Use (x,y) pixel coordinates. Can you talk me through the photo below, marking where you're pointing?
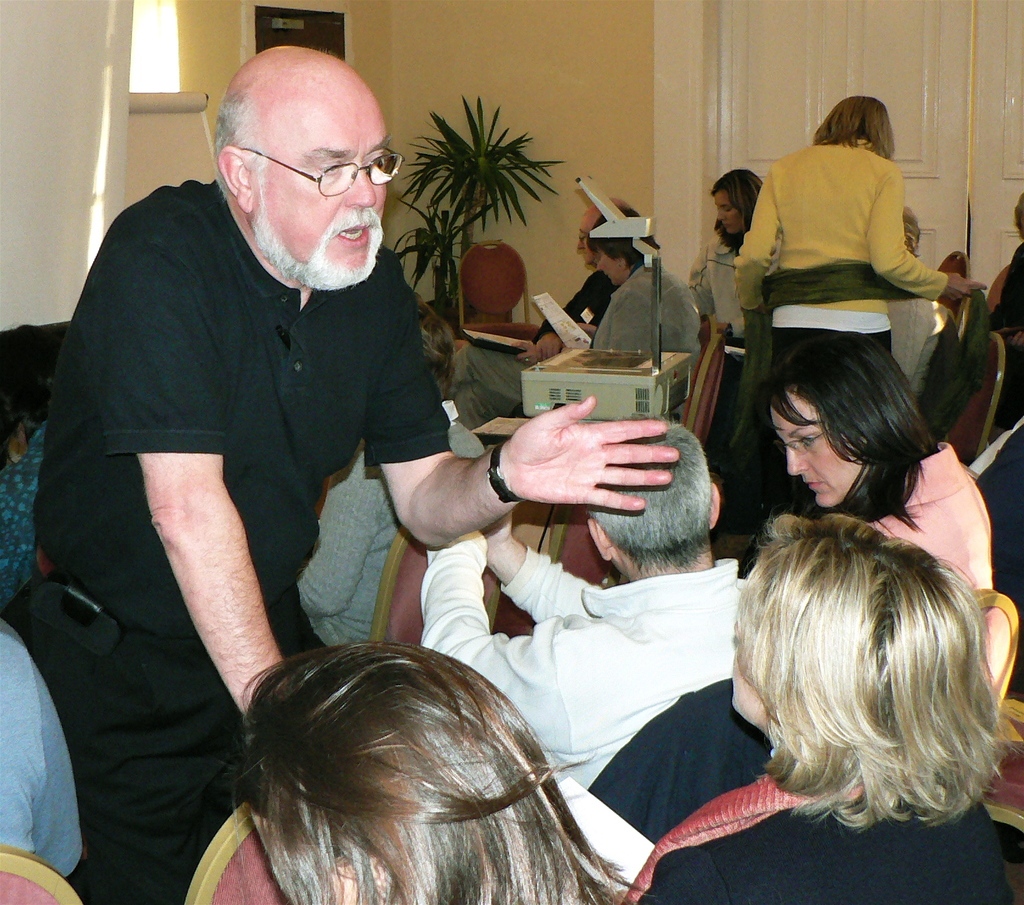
In this image, we can see some people (769,886) sitting on the chair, we can see a man (412,292) standing, we can see a plant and a wall (475,35), we can see the doors (848,69).
